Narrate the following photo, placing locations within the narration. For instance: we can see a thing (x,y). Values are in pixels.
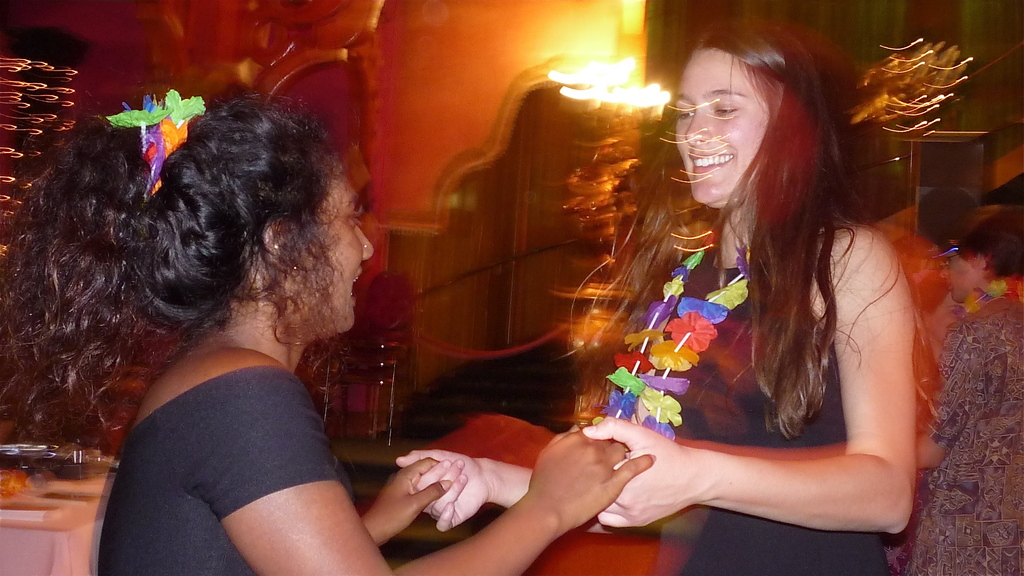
In this picture I can see two women's (567,439) are shaking their hands (617,464), behind we can see some people (978,262) also we can see some objects (63,550).
